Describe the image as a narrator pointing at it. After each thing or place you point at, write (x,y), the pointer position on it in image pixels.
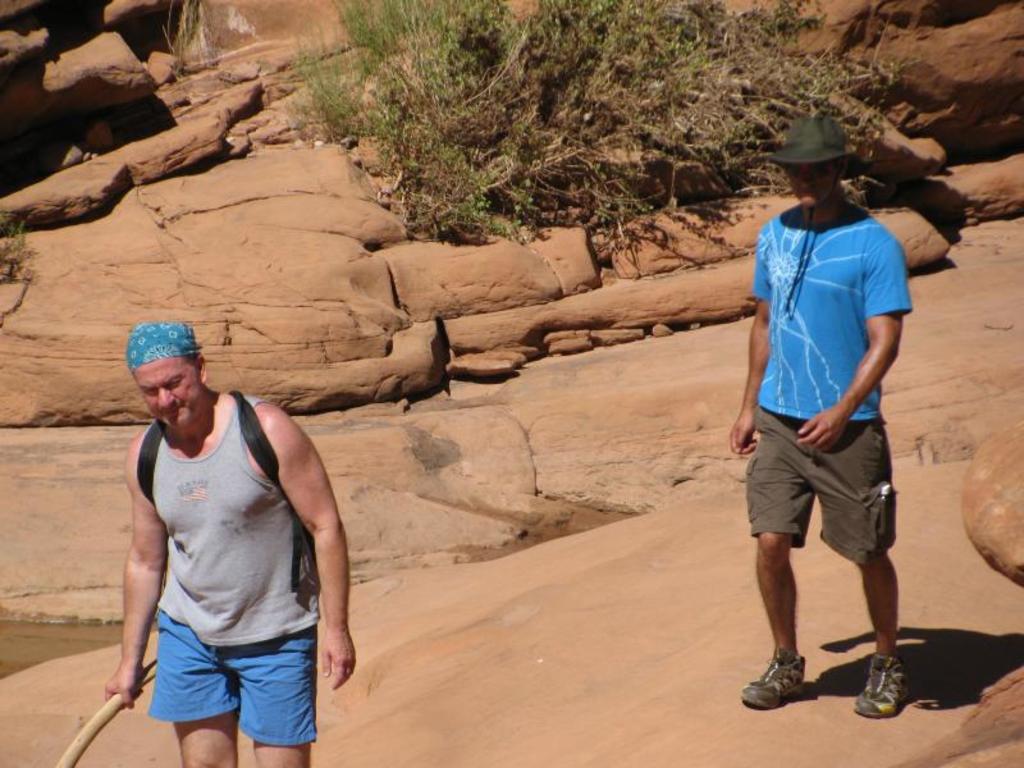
In this picture I can see two men (813,267) are standing on the rocks (668,569). The man (818,226) on the right side (862,277) is wearing a cap (838,157), t shirt (801,411), shorts (797,527) and shoes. The man (198,488) on the left side (206,472) is holding an object (111,710) in the hand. In the background (344,221) I can see plants (660,103) and rocks (349,318).
